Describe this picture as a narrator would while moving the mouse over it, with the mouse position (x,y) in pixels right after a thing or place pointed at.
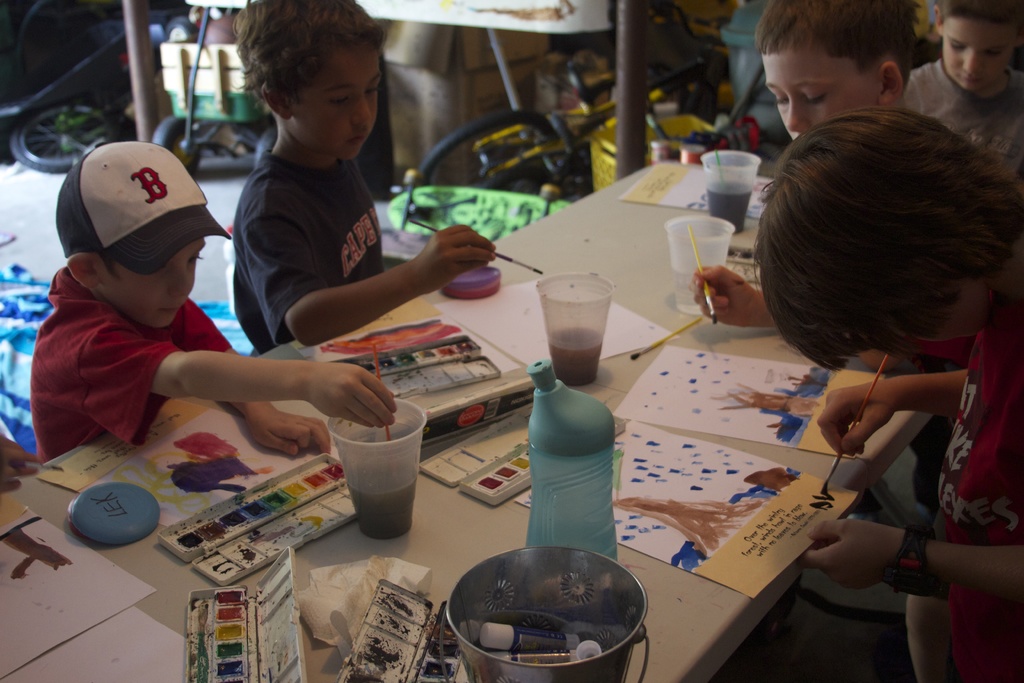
In this picture there are several kids (872,229) painting on the table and there are painting equipments (285,545) placed on the table (453,392).
